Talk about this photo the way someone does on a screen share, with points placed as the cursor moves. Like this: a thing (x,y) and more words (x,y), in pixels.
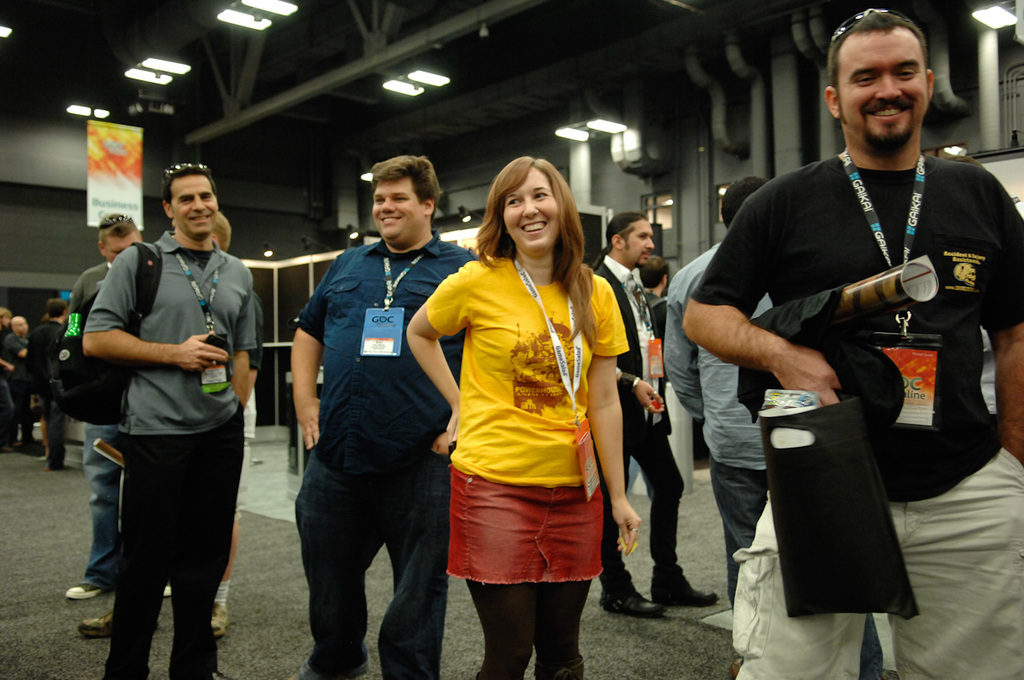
In the foreground of the picture (806,286) there are people (465,378) standing. At top (160,67) there are lights (168,77) and pipes (764,106). On the left (110,176) there is a hoarding (141,131).
